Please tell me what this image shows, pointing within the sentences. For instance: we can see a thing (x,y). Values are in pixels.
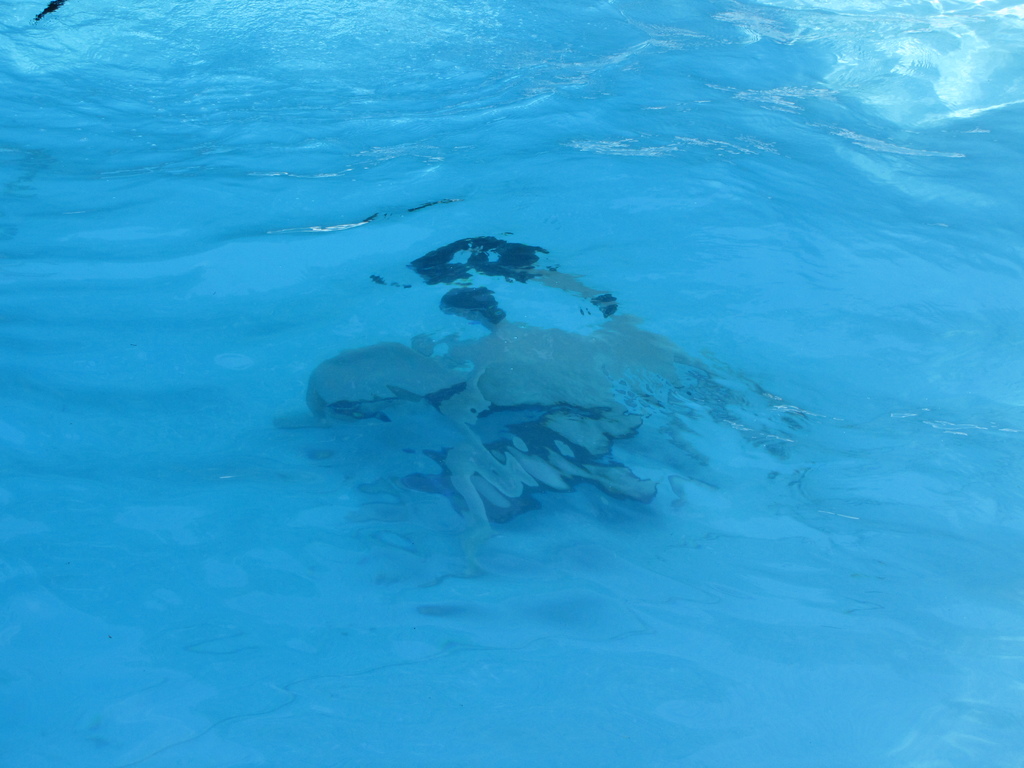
In this image I can see the water (604,716). Inside the water (547,307), I can see a person (460,300) swimming.
